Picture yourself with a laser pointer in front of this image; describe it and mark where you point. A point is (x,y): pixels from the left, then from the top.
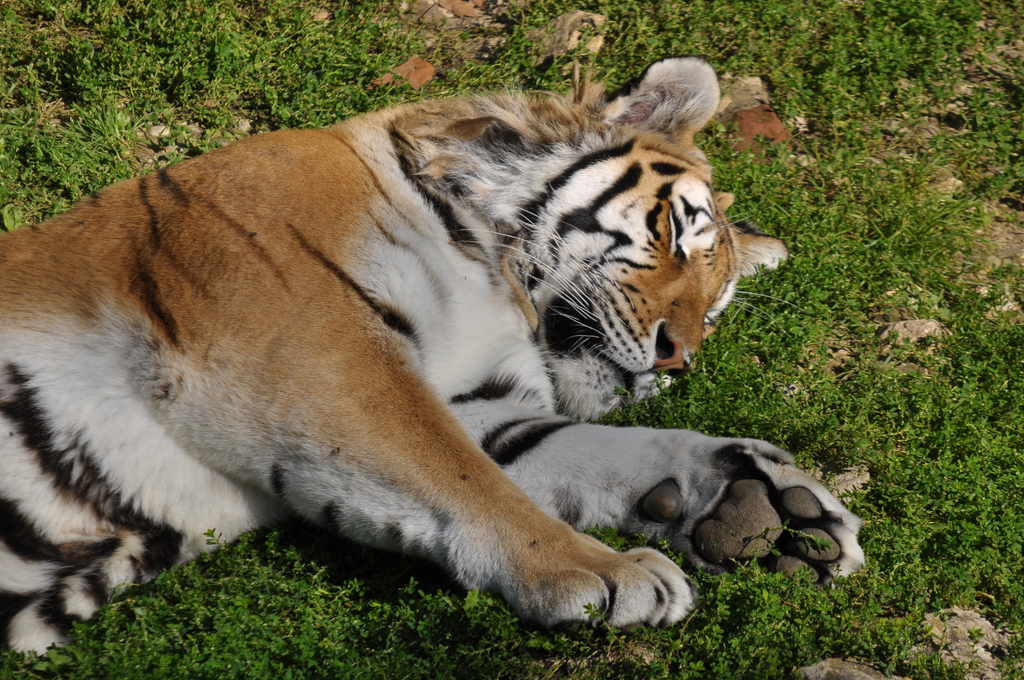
In this image we can see stones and grass (741,191) on the ground (619,532). Also there is a tiger (361,376) lying on the ground (947,546).
